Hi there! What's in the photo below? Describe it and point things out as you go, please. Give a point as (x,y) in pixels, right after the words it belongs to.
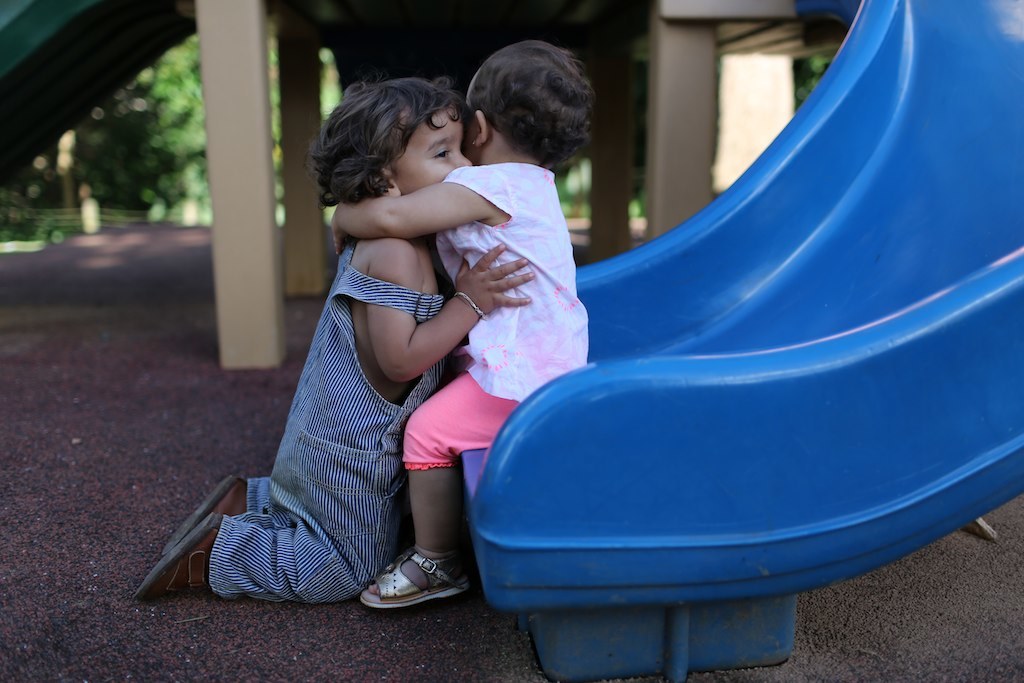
In this image we can see two girls (371,337). One girl (411,420) is sitting on the blue color slide ride (906,250) and wearing white color top (515,345) with pink shorts (428,433). The other one (333,586) is sitting on knees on the ground (265,627). She is wearing blue-white color dress (342,464). Behind them pillars (670,54), trees (198,85) and one green color slant slope (62,53) is present.
